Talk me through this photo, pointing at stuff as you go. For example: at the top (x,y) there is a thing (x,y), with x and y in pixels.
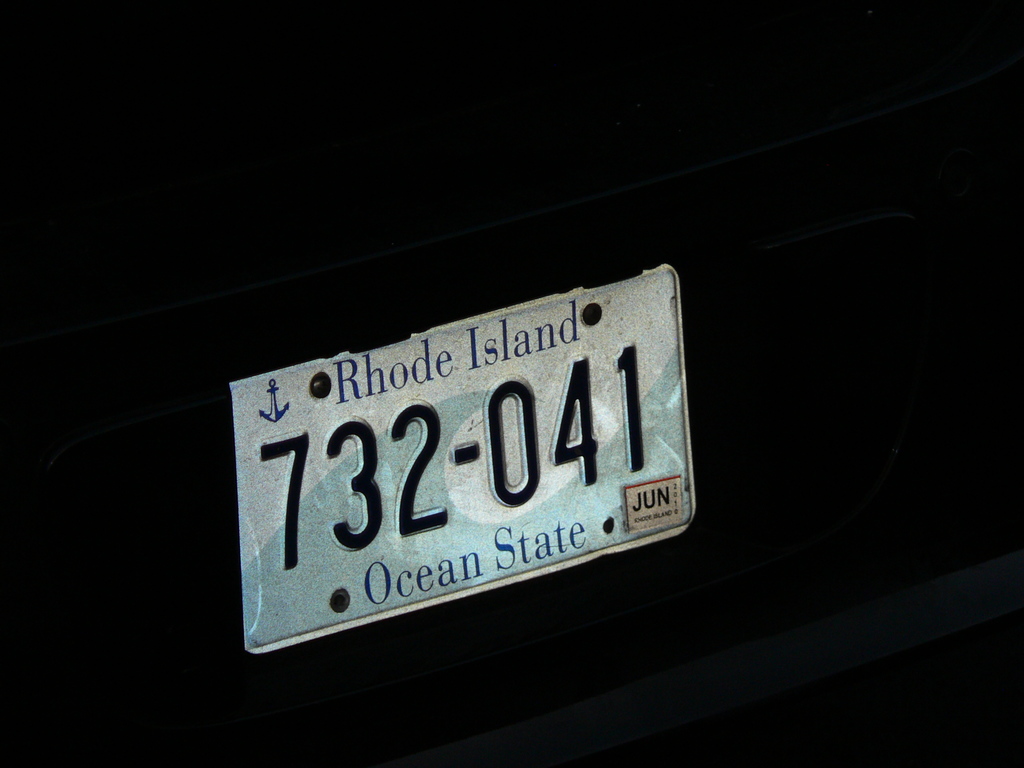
In this image there is a board (609,501) with some text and numbers (354,491) written on it.
